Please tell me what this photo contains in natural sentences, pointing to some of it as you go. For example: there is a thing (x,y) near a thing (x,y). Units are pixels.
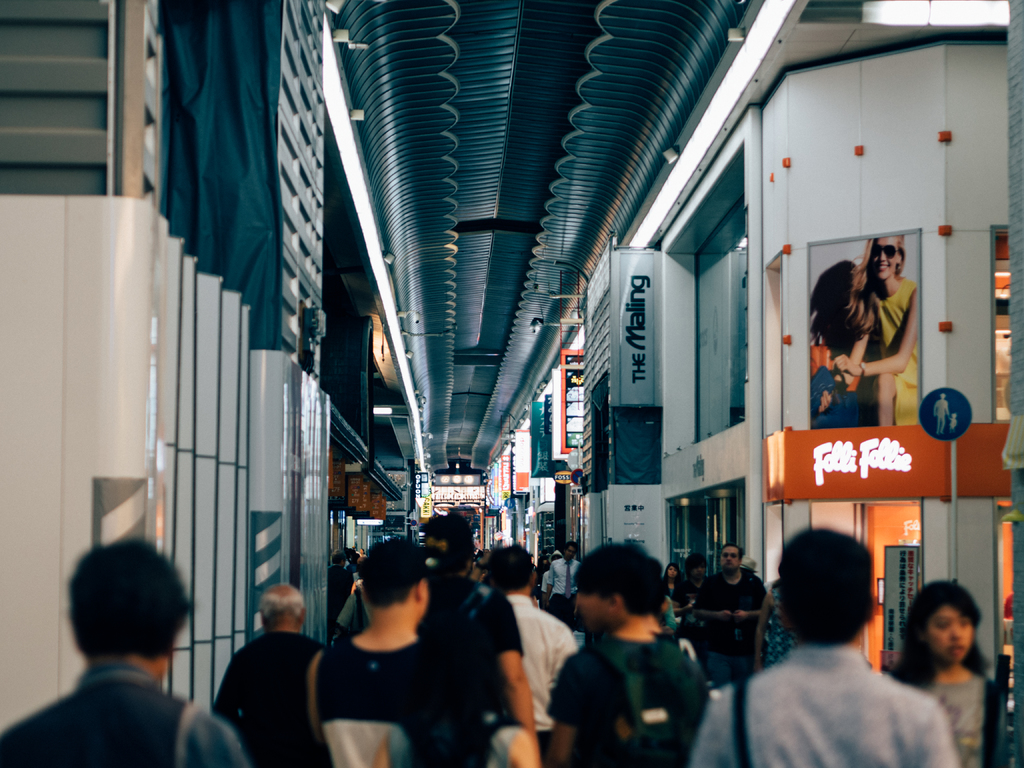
In this image there is a group of persons (452,641) standing on the bottom of this image (216,667) and there is a wall (216,667) in the background (402,472).
